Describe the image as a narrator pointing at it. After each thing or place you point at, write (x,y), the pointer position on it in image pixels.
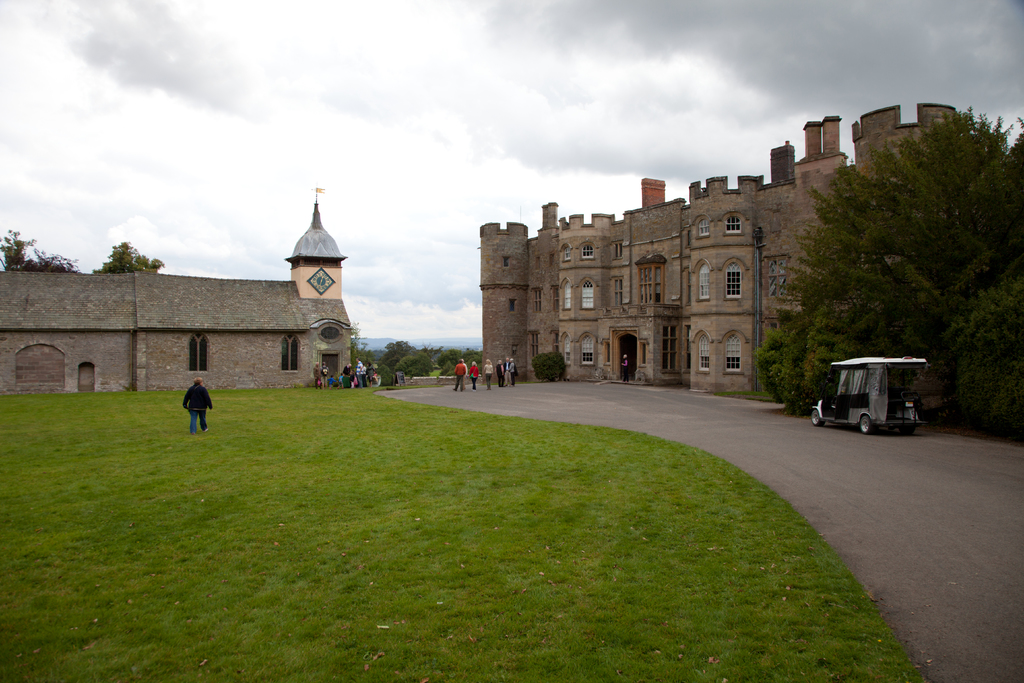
As we can see in the image there are buildings (531,243), trees (839,277), grass (468,535), vehicle (870,399) and few people (328,371) here and there. On the top (373,74) there is sky (373,74) and clouds (362,66).
